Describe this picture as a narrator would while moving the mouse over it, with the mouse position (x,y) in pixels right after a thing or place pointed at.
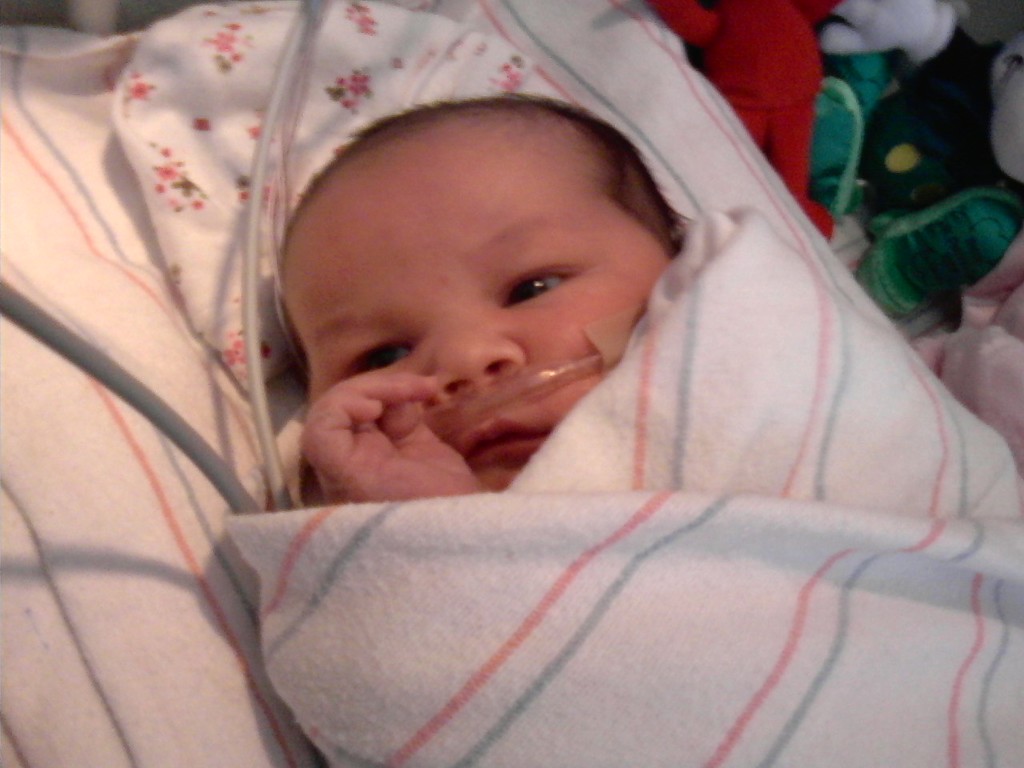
In this image I can see the baby (550,332) is wrapped in the cloth (373,555). I can see few wires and few objects (716,63) around.
